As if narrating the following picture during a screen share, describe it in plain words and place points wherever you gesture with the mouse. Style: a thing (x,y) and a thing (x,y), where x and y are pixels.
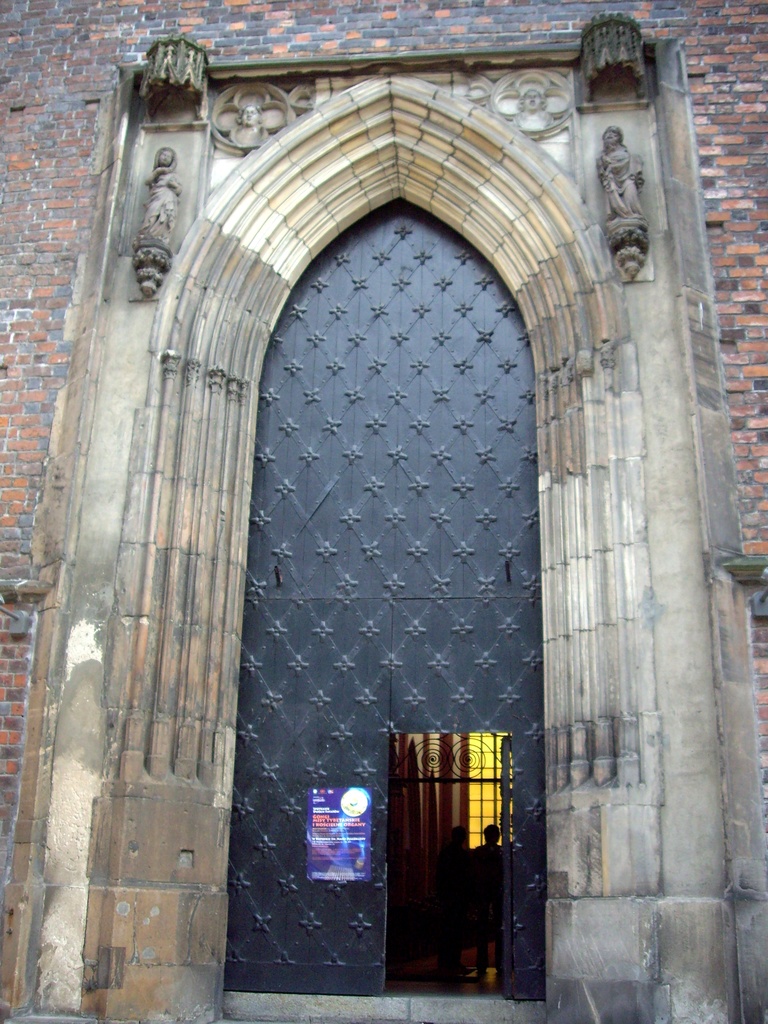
In this image I can see the building (58,90) which is made up of bricks (71,122) and I can see a huge gate (418,420) which is black in color, a poster (317,832) attached to it and through the door (435,943) I can see few persons (484,893) standing and few other objects (447,806).
